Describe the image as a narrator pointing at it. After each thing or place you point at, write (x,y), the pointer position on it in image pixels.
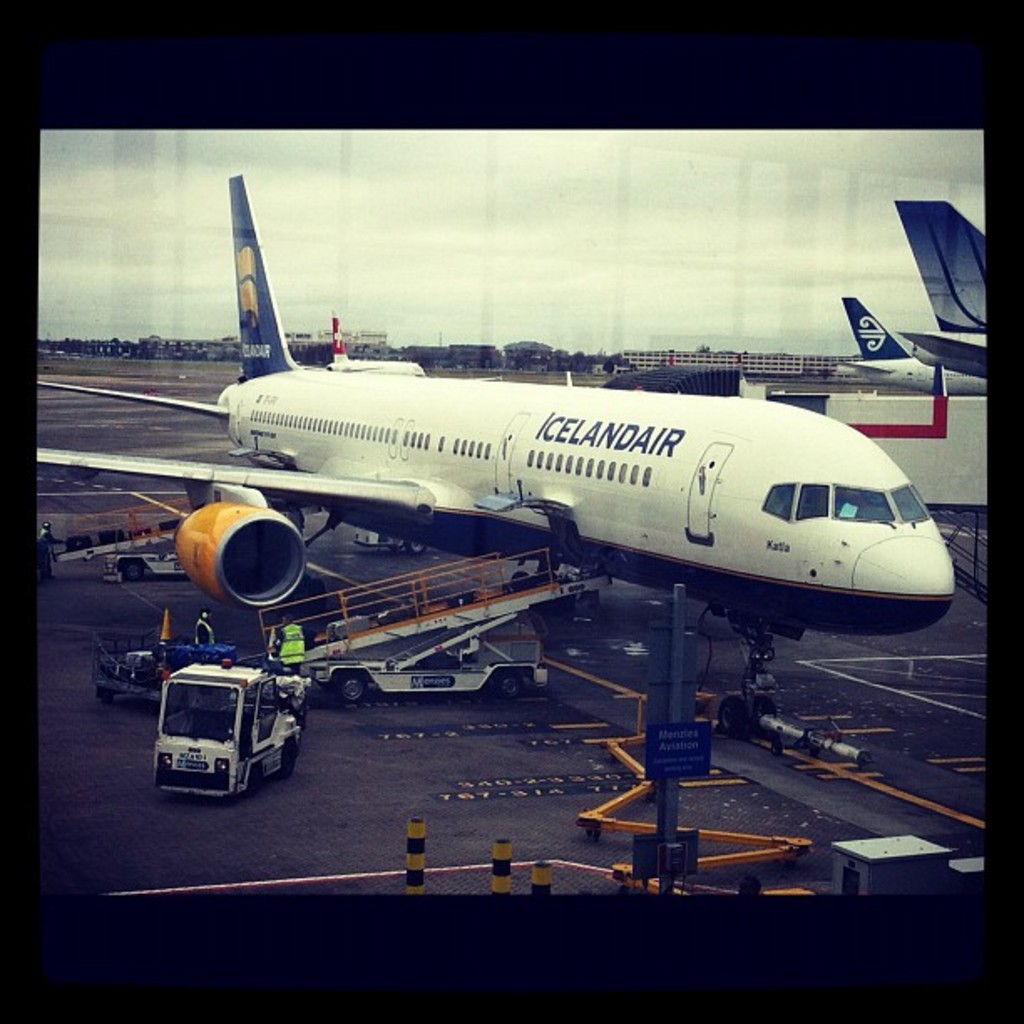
In this image we can see aeroplanes (280,576) and vehicles (208,669) on the road (53,630) and there are few persons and objects (605,739). In the background (169,349) there are trees (571,353), buildings (724,362) and clouds (574,213) in the sky (916,143).
